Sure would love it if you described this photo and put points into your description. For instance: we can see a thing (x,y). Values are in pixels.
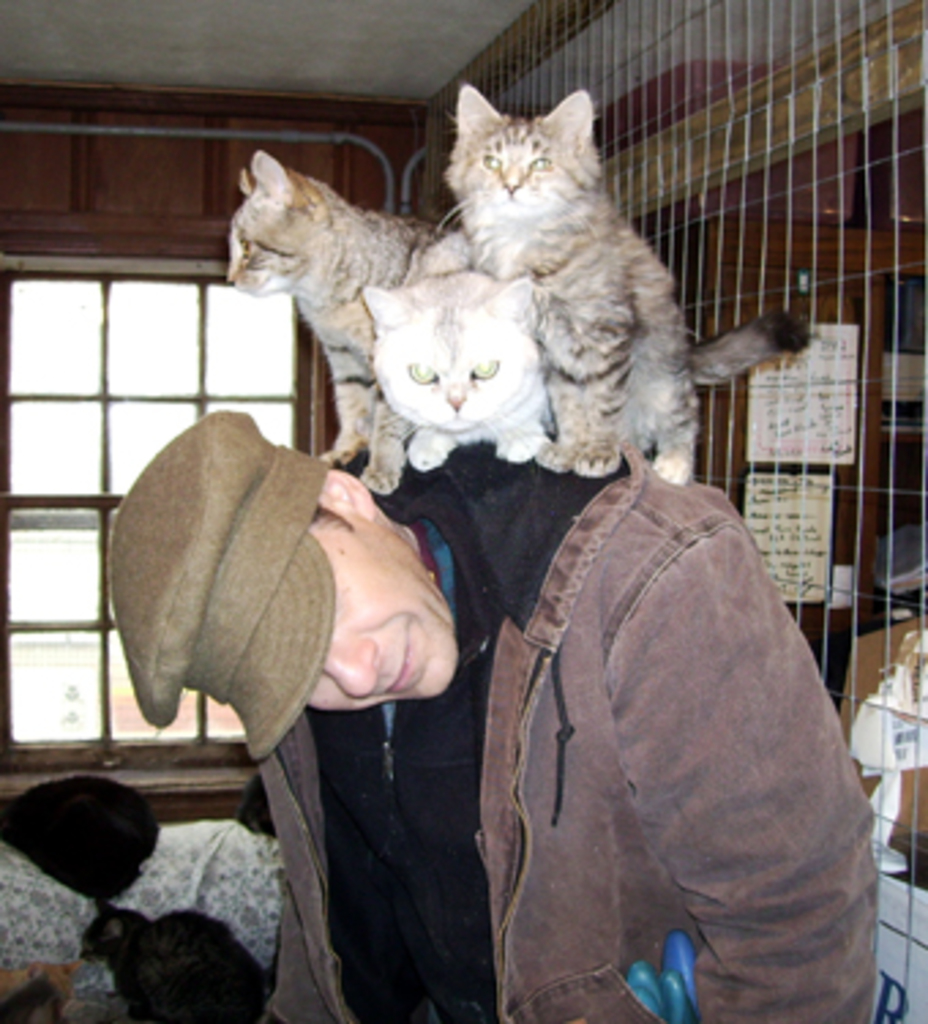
There are three cats (456,270) standing on a person's shoulder (513,506) and there is a fence (860,499) behind him.
